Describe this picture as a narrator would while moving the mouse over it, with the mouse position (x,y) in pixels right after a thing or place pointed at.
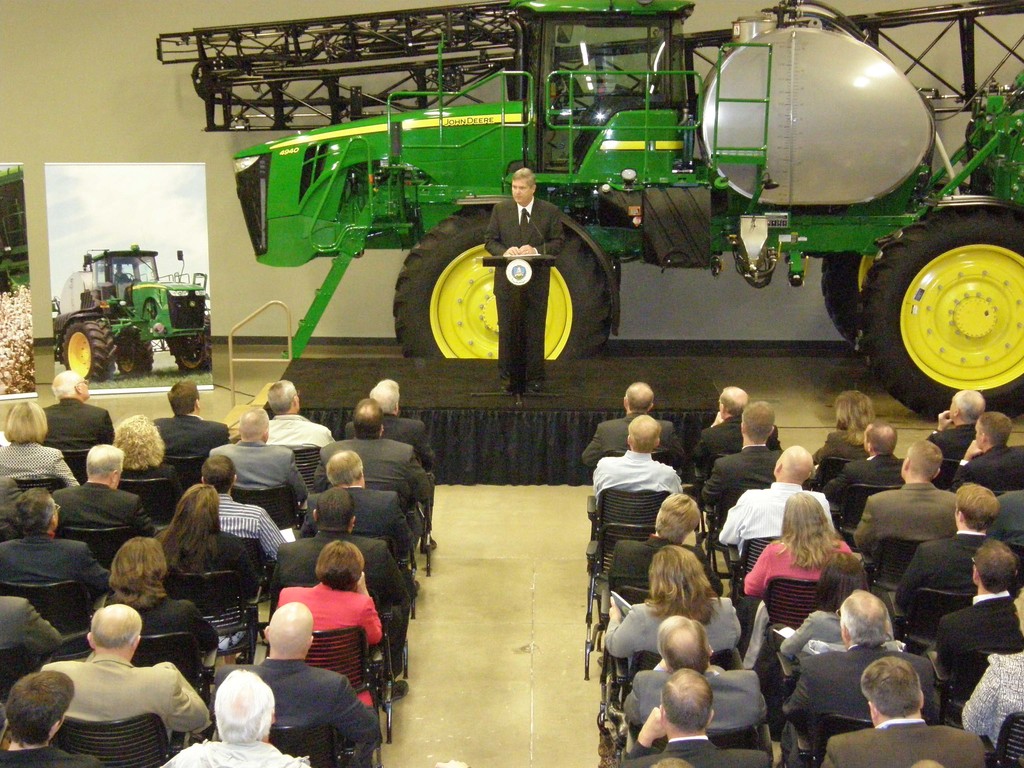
In this image we can see many people (123,581) sitting on the chairs (933,650). A person (521,245) is standing on the stage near the podium (521,260) and addressing the gathering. There is a vehicle (586,277) in the image. There are few banners (137,302) at the left side of the image (98,284).
